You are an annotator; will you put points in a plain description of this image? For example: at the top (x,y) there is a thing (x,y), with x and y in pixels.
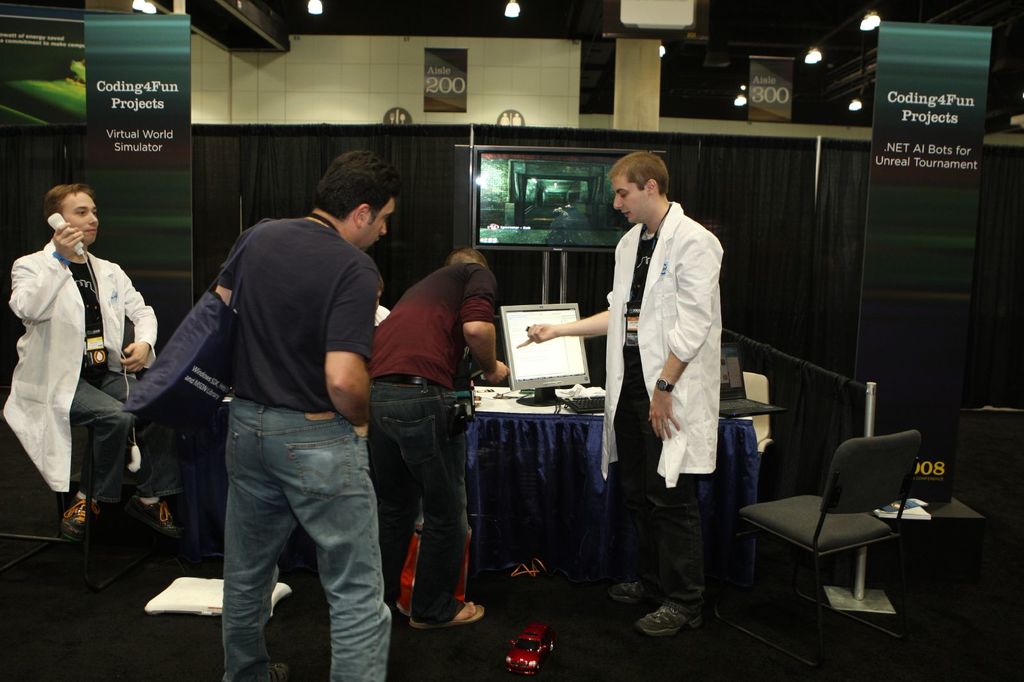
In this image I can see four persons (623,182) on the floor (31,531), chairs (910,457), table (561,458), PC (585,398) and laptops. In the background (1007,300) I can see a wall (351,113), boards (171,130), curtain (295,130) and lights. This image is taken in a hall (903,18).
